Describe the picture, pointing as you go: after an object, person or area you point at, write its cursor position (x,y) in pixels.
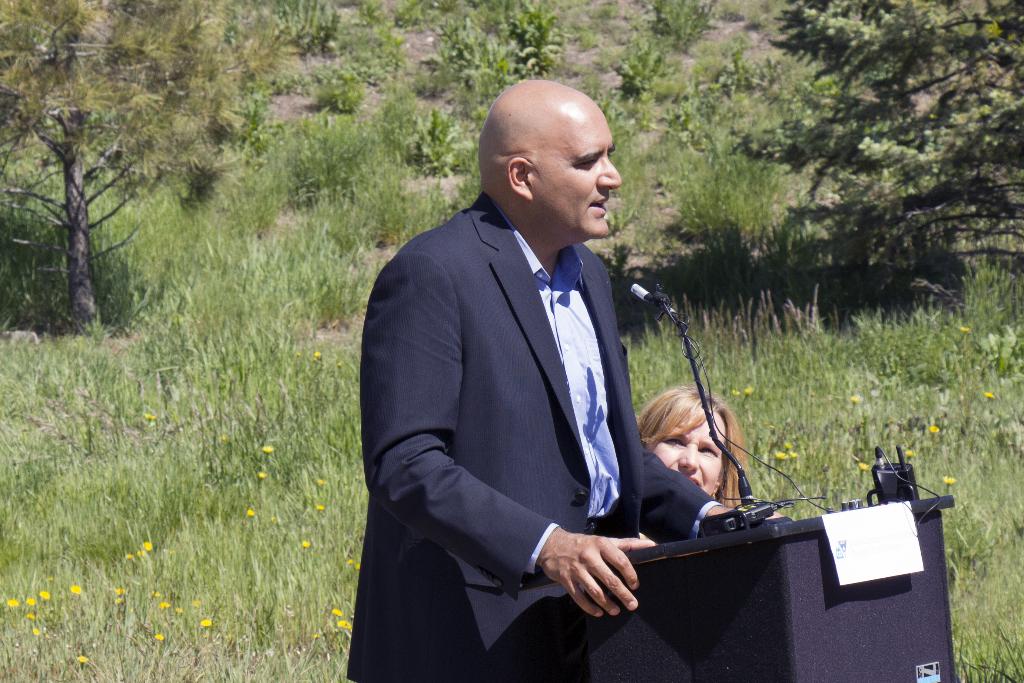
This picture shows a man (408,559) standing at a podium (740,583) and speaking with the help of a microphone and we see a woman (708,480) on the side and we see a paper (874,541) to the podium (760,548) and we see grass (253,419) on the ground (279,275) and trees (925,162) and few plants (363,90) on the ground (358,84).
